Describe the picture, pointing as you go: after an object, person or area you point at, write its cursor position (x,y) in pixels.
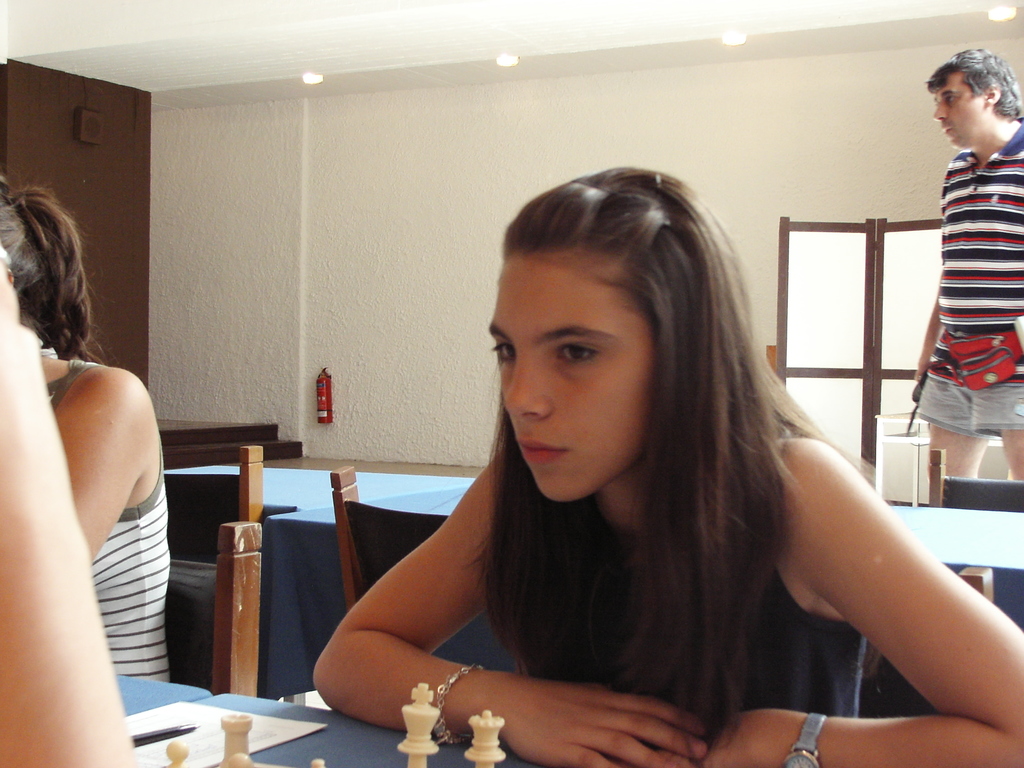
At the top (432,39) we can see ceiling (414,39) and lights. This is a wall (734,153), window (814,232). We can see one person (978,290) standing near to the table (969,526). We can see persons (748,497) sitting on chairs (235,499) in front of a table (210,701) and on the table (231,702) we can see paper (206,719), pen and chess pieces (418,753).
